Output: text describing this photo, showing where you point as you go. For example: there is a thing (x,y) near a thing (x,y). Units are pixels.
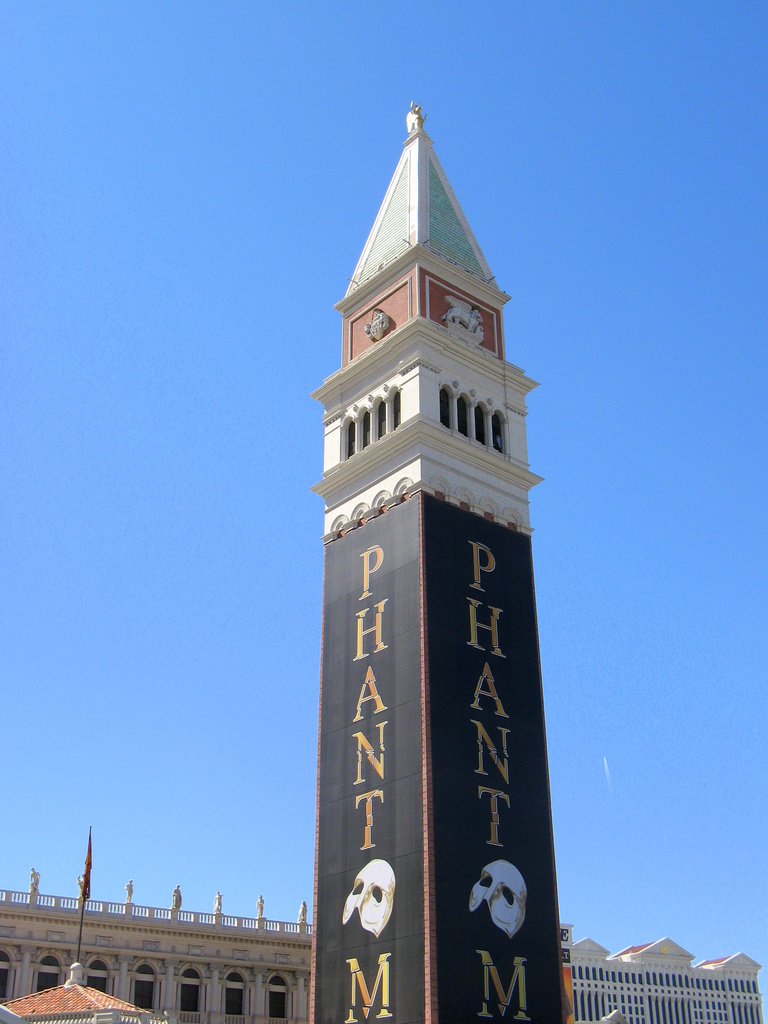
In this image, we can see a tower (397,760). On the tower (397,760), we can see banners (408,858). Background (585,767) we can see the sky (303,671). At the bottom of the image (600,1006), we can see buildings (717,1013), walls (161,972), pillars (125,976), railings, statues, pole (82,917) and flag (88,889).
